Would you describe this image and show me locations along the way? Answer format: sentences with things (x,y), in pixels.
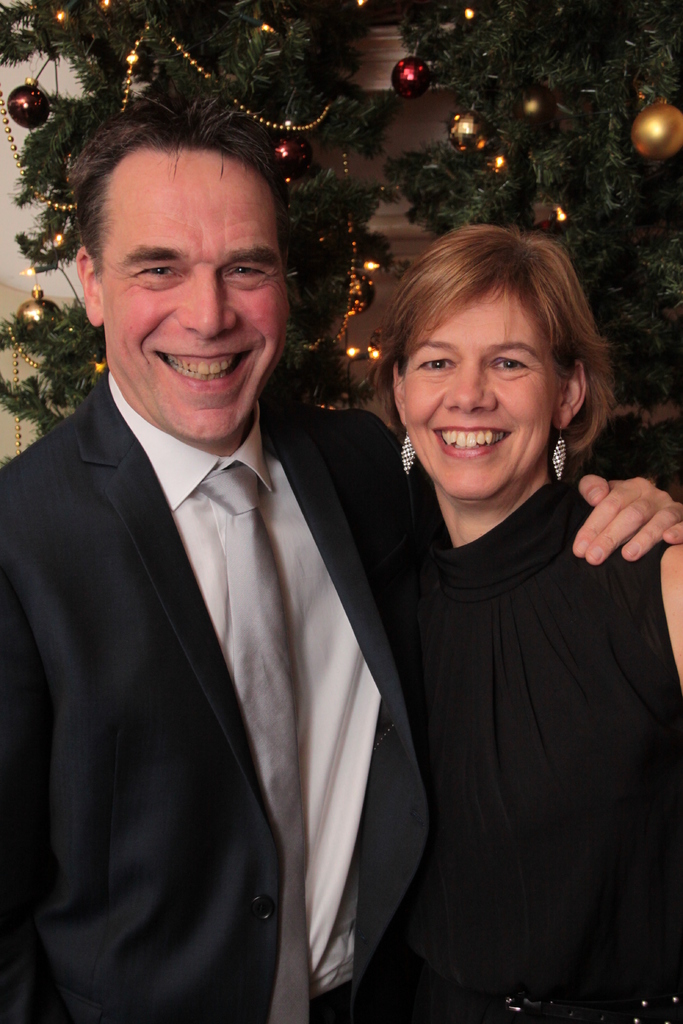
In this image there is a man (263,695) and woman (596,858) standing together and smiling, behind them there is a christmas tree (634,117) in front of a wall (18,361).
